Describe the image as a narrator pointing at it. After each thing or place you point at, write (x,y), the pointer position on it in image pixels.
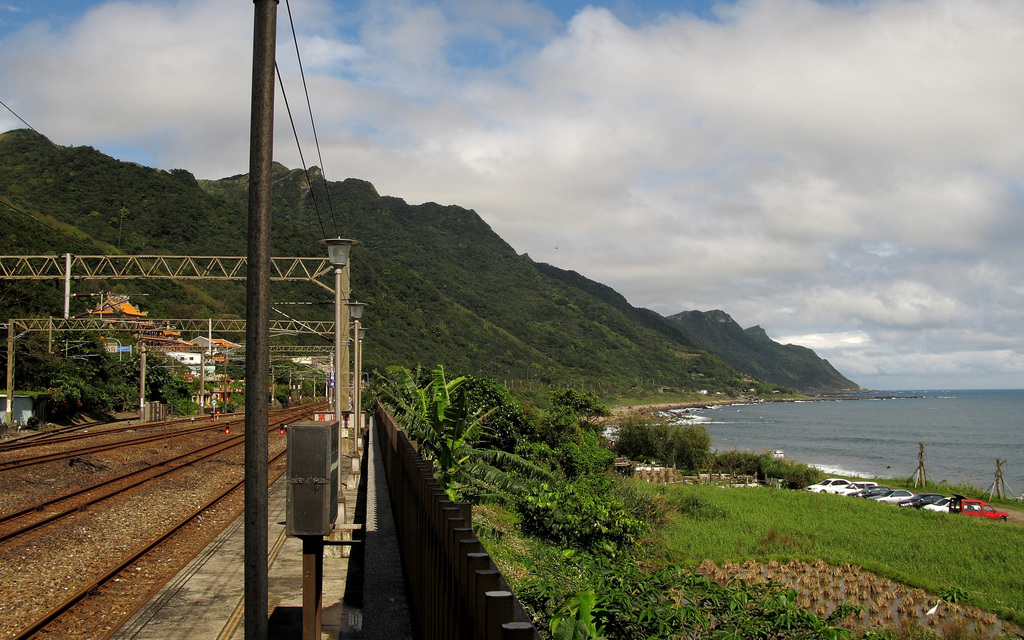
The picture is taken outside a city. On the left side (12,297) there are railway tracks (59,493), trees (121,380), hill (237,234) and current poles (128,322) and buildings (218,347). In the center of the picture (454,329) there are trees (499,466), railing (478,547), field (713,523) and hill (544,388). On the right (886,455) there are cars (1004,514), trees (784,474) and water (911,418). Sky (963,225) is cloudy.
